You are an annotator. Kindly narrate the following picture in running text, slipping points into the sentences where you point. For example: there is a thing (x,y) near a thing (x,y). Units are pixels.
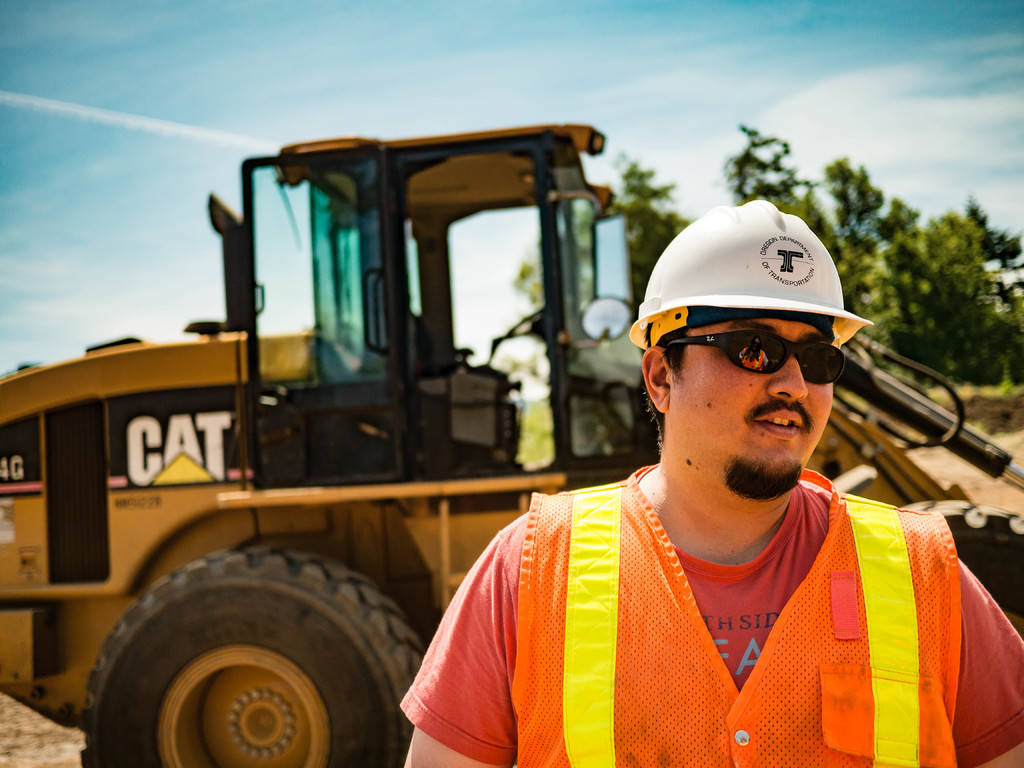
There is a person (726,615) wearing jacket (716,650), goggles (738,337) and helmet (771,303). In the back (326,423) there is a loader (371,413). In the background (787,136) there are trees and sky (112,203).
